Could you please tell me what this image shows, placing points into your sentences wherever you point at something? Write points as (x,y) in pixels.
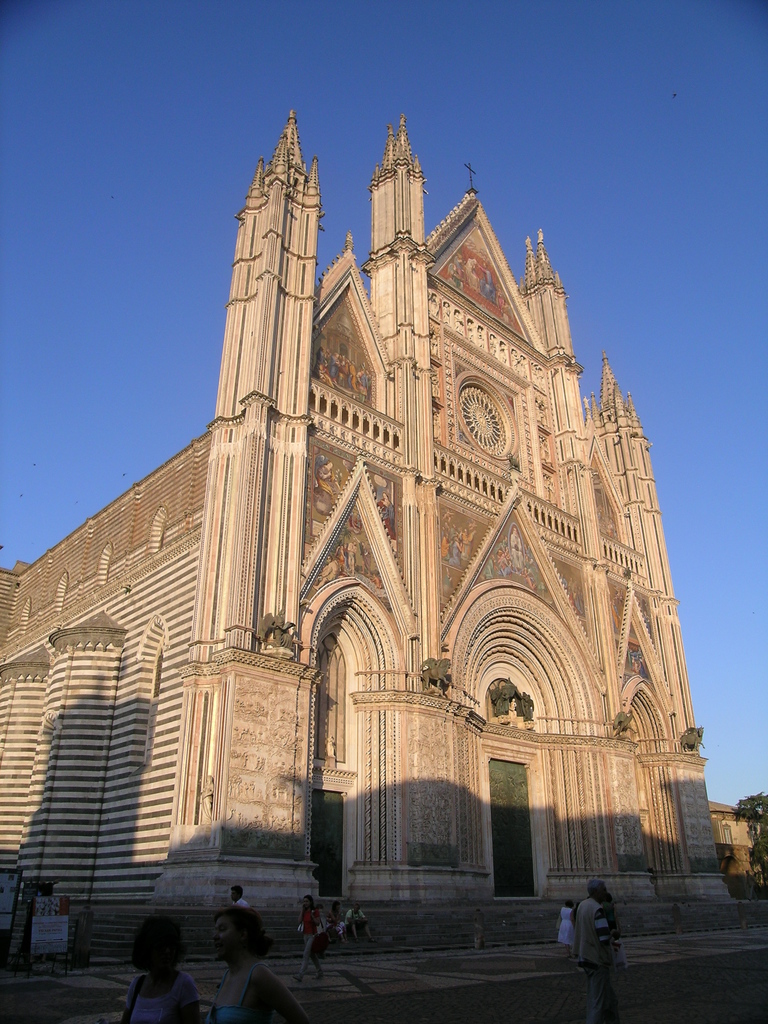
In this image in front (598,922) there are people (570,944) walking on the road (718,930). Behind them there are buildings (744,840). There is a tree (766,855). On the left side of the image (13,884) there are boards (49,898). In the background of the image (253,111) there is sky (378,65).
